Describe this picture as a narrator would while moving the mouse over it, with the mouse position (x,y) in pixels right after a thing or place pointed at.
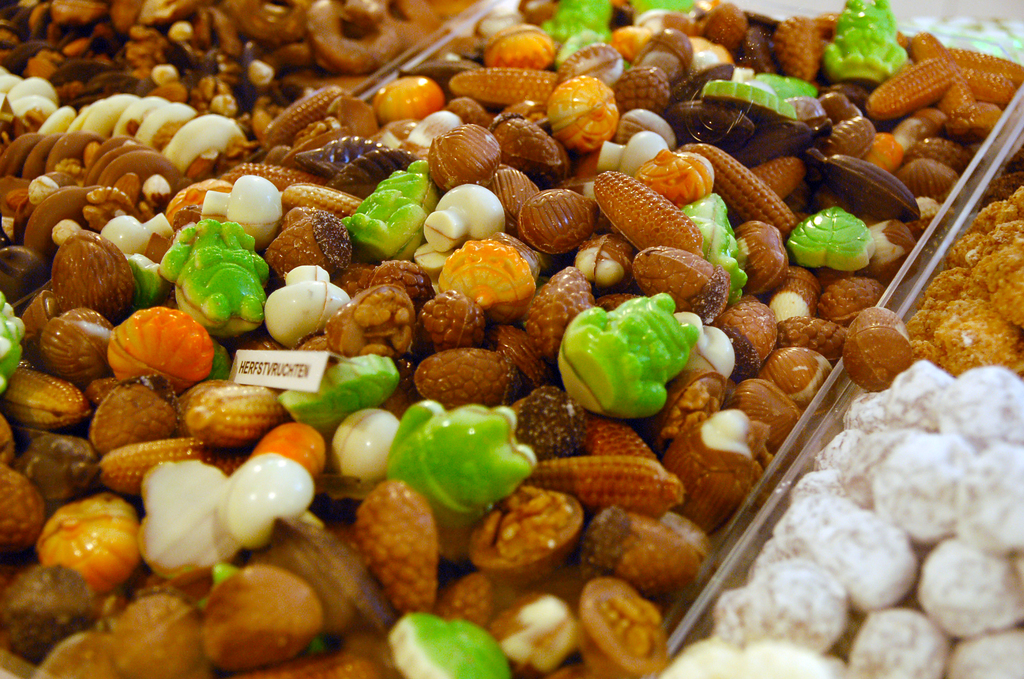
In the foreground (256,287) I can see different types of sweets (417,252) in trays (453,26). This image is taken may be in the market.
